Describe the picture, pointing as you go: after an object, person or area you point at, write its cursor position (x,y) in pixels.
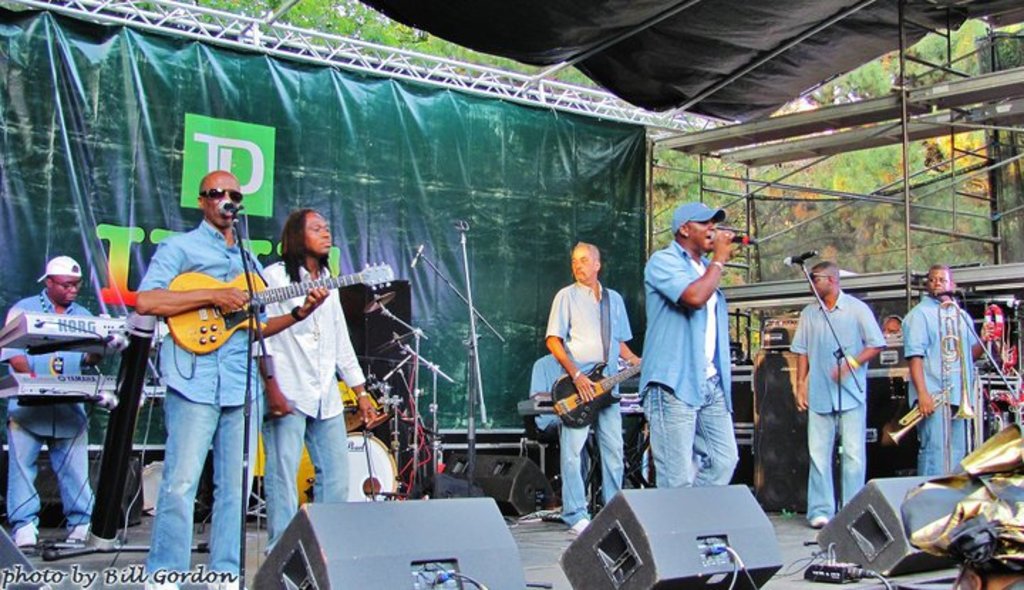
Here we can see a band (941,430) performing on stage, the person (716,309) in the middle (668,352) is singing a song with a microphone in his hand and rest others are playing their respective musical instruments (375,304) and there are speakers (783,331) present here and there and behind them we can see trees (877,176) we can see plastic cover (576,205) here and there
